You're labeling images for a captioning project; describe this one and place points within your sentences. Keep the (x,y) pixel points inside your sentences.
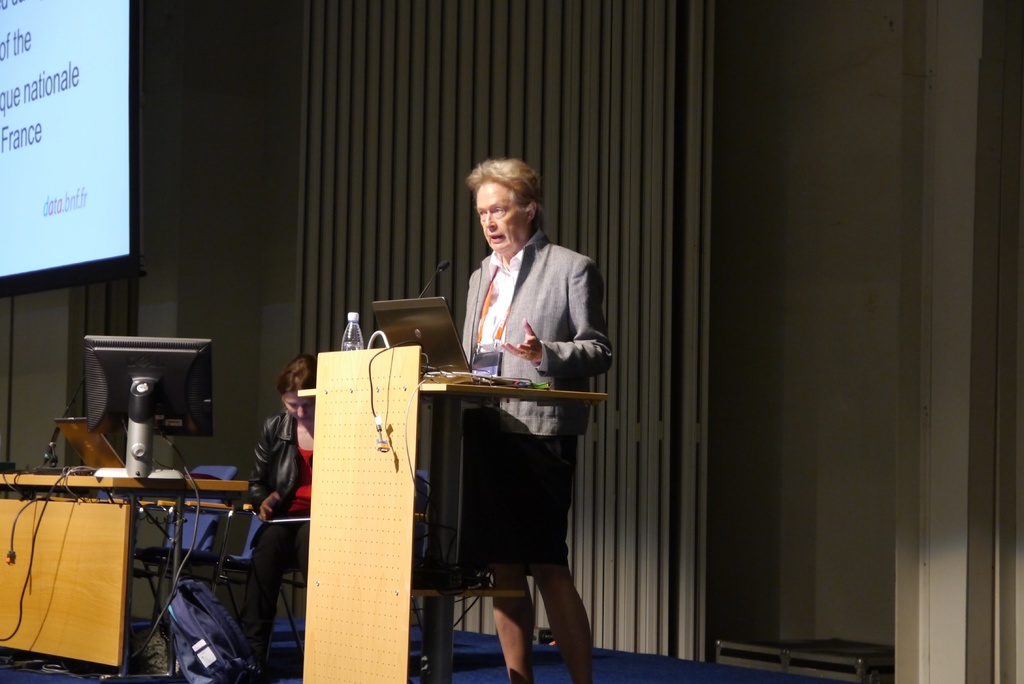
In this image we can see a person (549,471) standing. In front of the person (569,471) there is a wooden stand (405,383). On that there is a bottle (361,345), laptop (430,359) and few other items (453,568). Also there is a table (71,517). On the table (82,508) there is a screen (123,416), laptop (83,452) and some other things (182,473). And there is a lady (288,469) sitting on chair (250,519). There are few other chairs (184,503). Also there is a screen (127,168). In the back (706,224) there is a wall (740,242). On the floor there is a bag (214,626).
